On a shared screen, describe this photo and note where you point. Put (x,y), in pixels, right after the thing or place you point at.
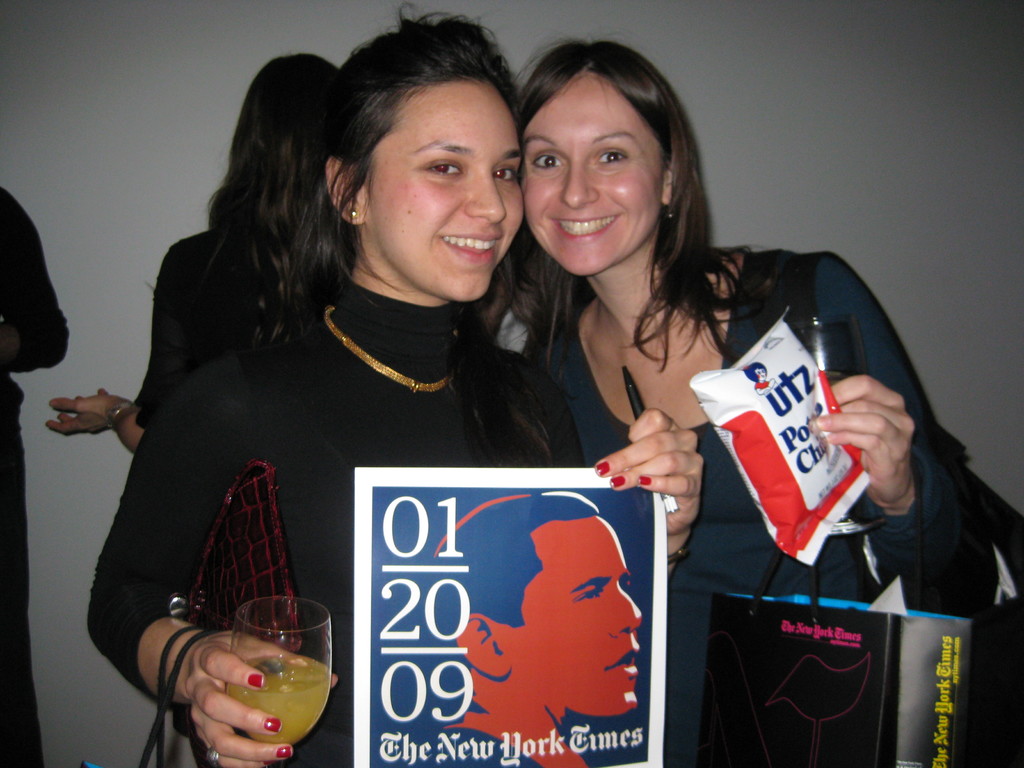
This 2 women's (380,266) are highlighted in this picture. This woman (551,403) holds poster (487,678), juice glass (286,647), wallet (245,586). This woman (679,163) holds food pack (815,487) and bag (828,674). This woman (637,377) also holds pen (626,371). Wall (150,171) is in white color. Backside of this 2 woman's (366,304) a woman (287,134) is standing. This 2 woman's (560,231) smile beautifully.
